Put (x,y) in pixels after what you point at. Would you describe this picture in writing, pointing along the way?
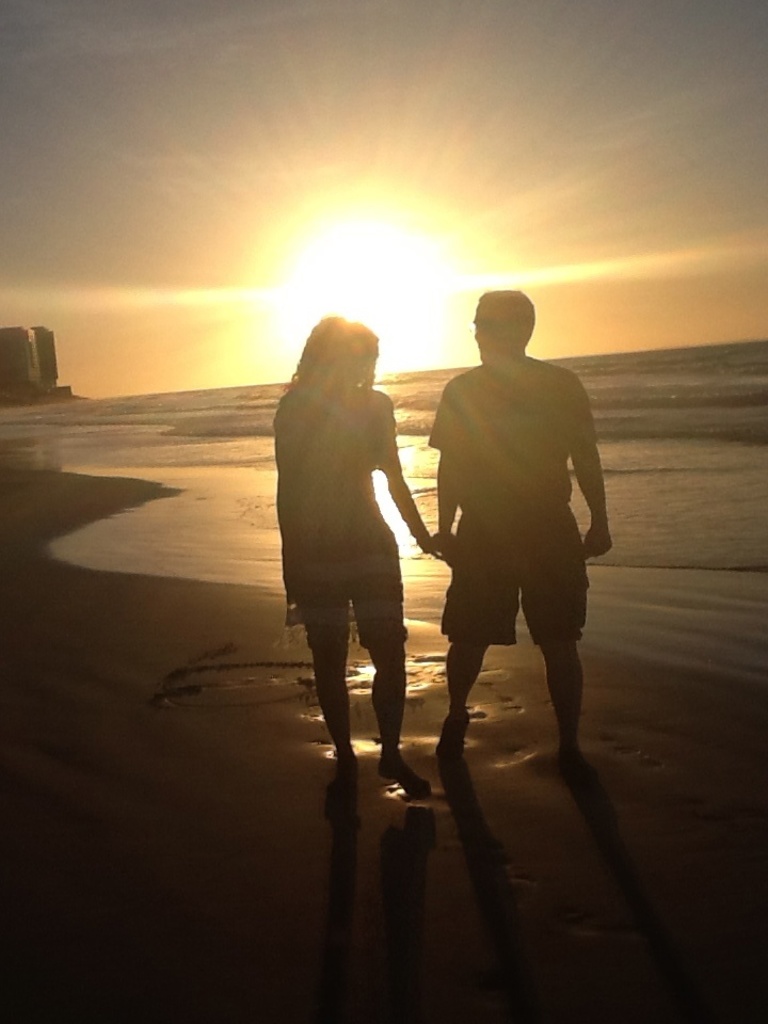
At the front of the image (312,812) there are two people (343,591) standing on the seashore (368,735). In front of them there is a sea (256,386). At the top of the image (347,250) there is a sky (358,298) with sunlight (497,264).
